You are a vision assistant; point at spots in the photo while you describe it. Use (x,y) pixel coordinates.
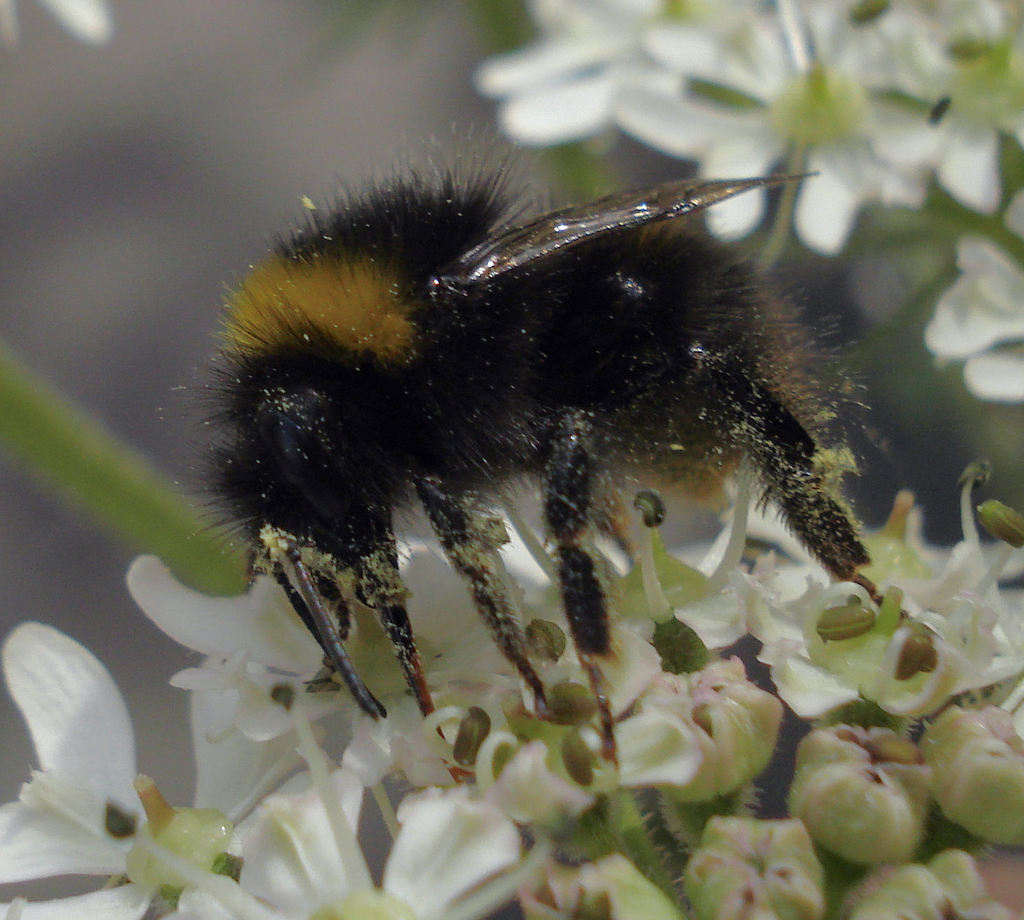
In this image I can see an insect (625,472) in black color is standing on the white color flowers (637,611).
